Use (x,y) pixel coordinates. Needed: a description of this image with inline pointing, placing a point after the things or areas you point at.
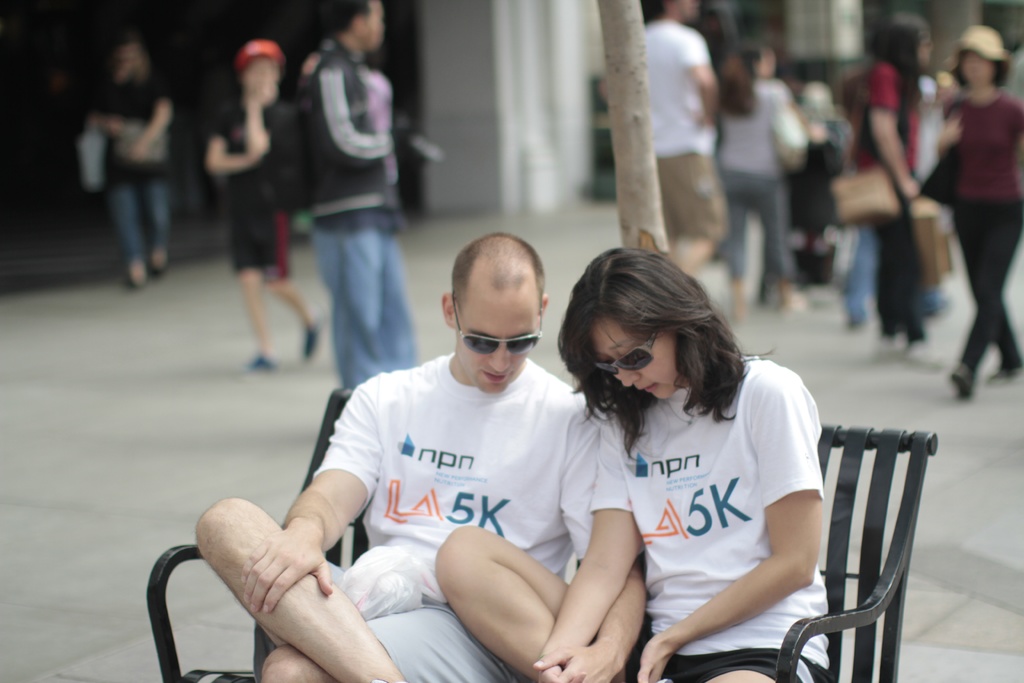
In this image, there is an outside view. In the foreground (491,562), there are two persons (655,470) wearing clothes (447,641) and sitting on the bench (822,627). In the background (277,155), there are some persons (322,163) standing and wearing clothes (236,138).
